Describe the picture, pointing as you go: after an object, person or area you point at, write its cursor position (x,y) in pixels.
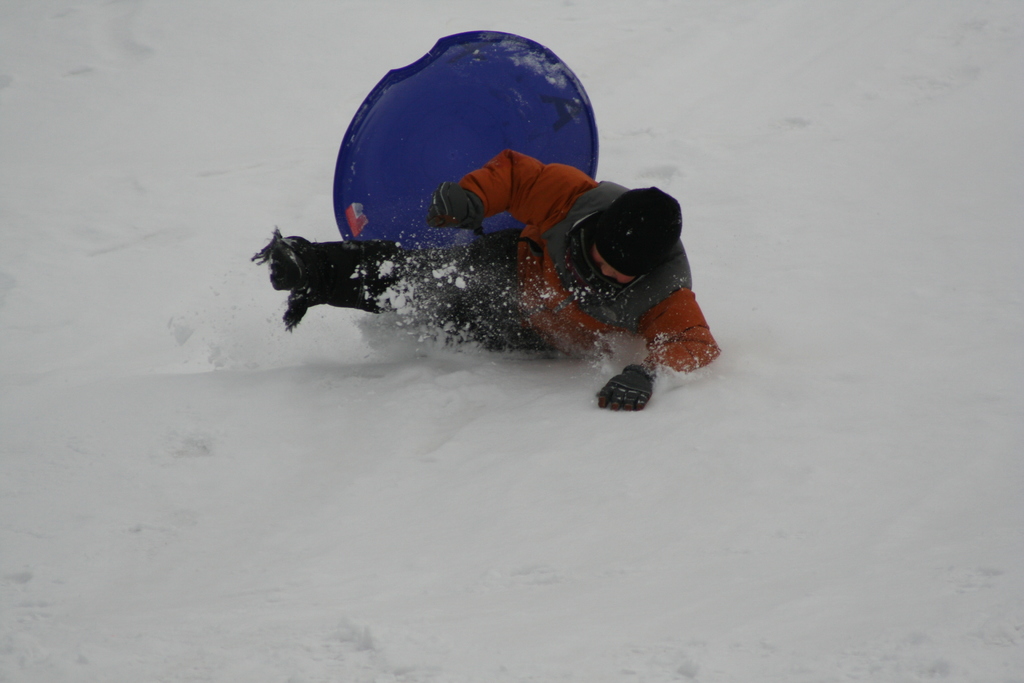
In this image there is snow (596,405), there is a person (466,303) on the snow (520,423), there is an object (357,142) in the snow (325,103).
